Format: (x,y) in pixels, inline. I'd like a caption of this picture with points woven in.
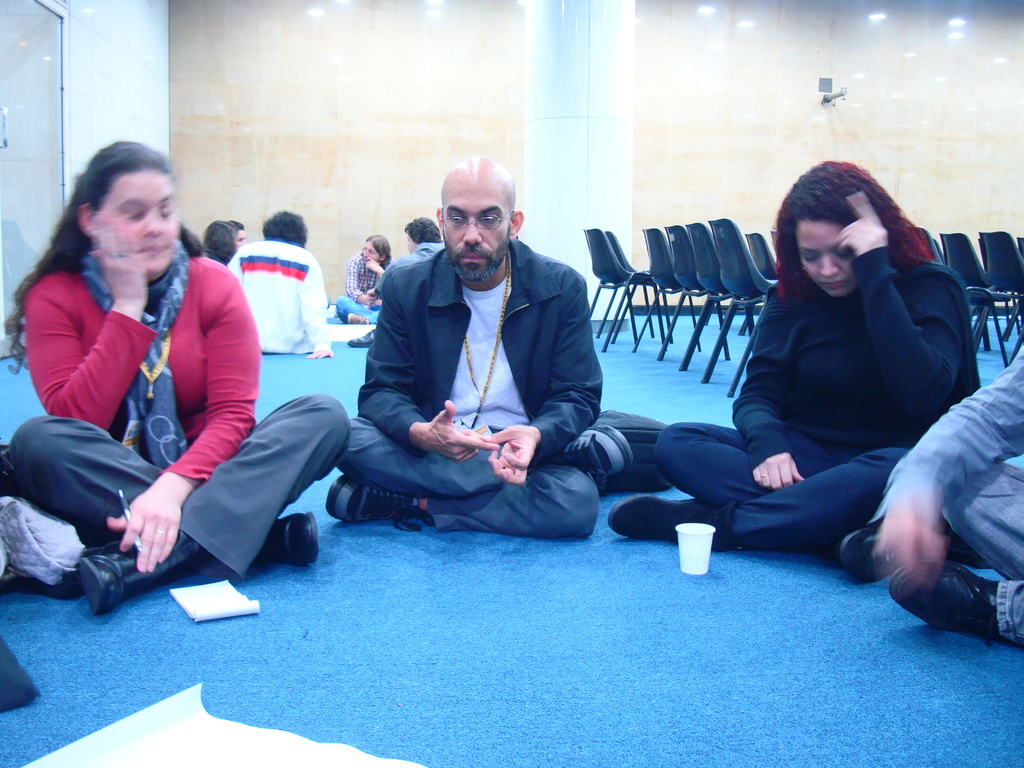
To the bottom of the image (720,666) there is a blue color floor (661,651). To the left side of the image (300,537) there is a lady (199,314) with pink t-shirt (238,388) is sitting on the floor (188,585) and there is a pocketbook (209,588) in front of her. Beside her there is a man (433,303) with black jacket (440,377) and white t-shirt (499,402) is sitting on the floor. And beside him there is a lady (833,299) with black jacket (796,352) is sitting on the floor (680,569), in front of her there is a white cup (681,543). To the right corner of the image (1013,385) there is a person (999,398) sitting on the floor (723,565). Behind them in the middle (362,317) there are few people (246,283) sitting on the floor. To the right side of the image (734,251) there are black chairs (753,254). In the background (429,112) there is wall (502,78) with white color.
